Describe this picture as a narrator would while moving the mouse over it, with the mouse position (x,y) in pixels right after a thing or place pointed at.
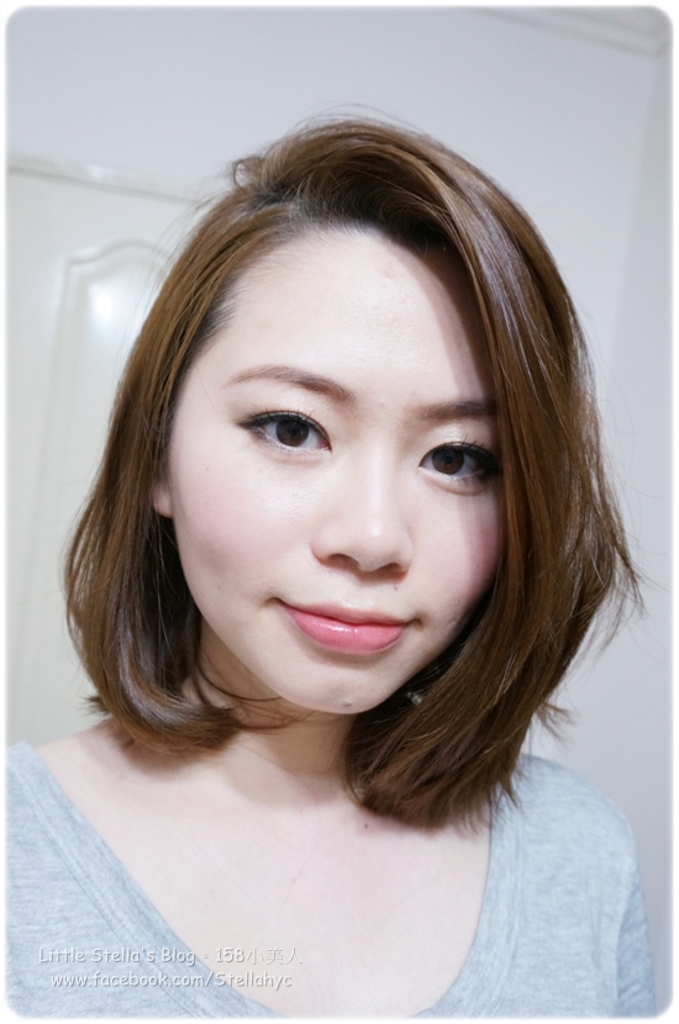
As we can see in the image in the front (439,569) there is a woman (406,629) wearing grey color dress (85,875). In the background (641,358) there is white color wall (641,358) and a door (98,263).
